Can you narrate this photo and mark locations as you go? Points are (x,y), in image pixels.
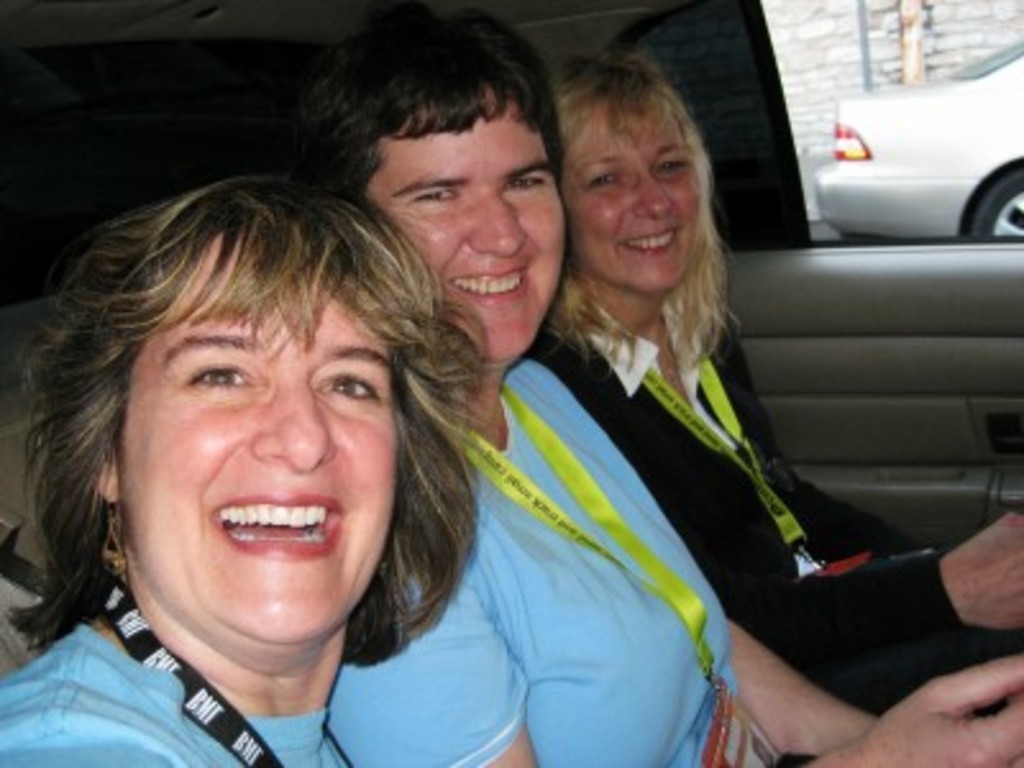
3 people (413,359) are sitting in a vehicle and they are laughing. These two women (515,606) are wearing blue color T-shirts (505,552) and ID cards (554,521). This woman (671,476) is wearing a black color coat (652,436). The right side of an image (829,100) there is another vehicle (828,194) and also a wall (835,78).
